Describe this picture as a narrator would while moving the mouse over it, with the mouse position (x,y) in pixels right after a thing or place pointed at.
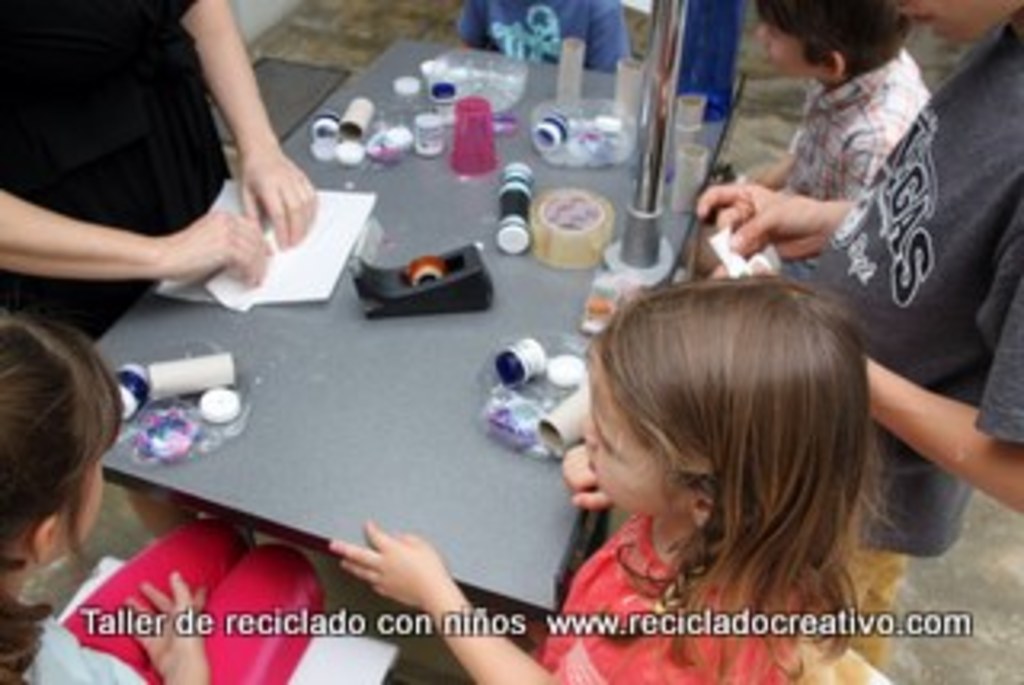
This picture describes about group of people (615,490) few are seated on the chair (294,664) and few are standing in front of them we can see plastic (508,246), papers (318,240) and some other objects (509,428) on the table (344,289).
